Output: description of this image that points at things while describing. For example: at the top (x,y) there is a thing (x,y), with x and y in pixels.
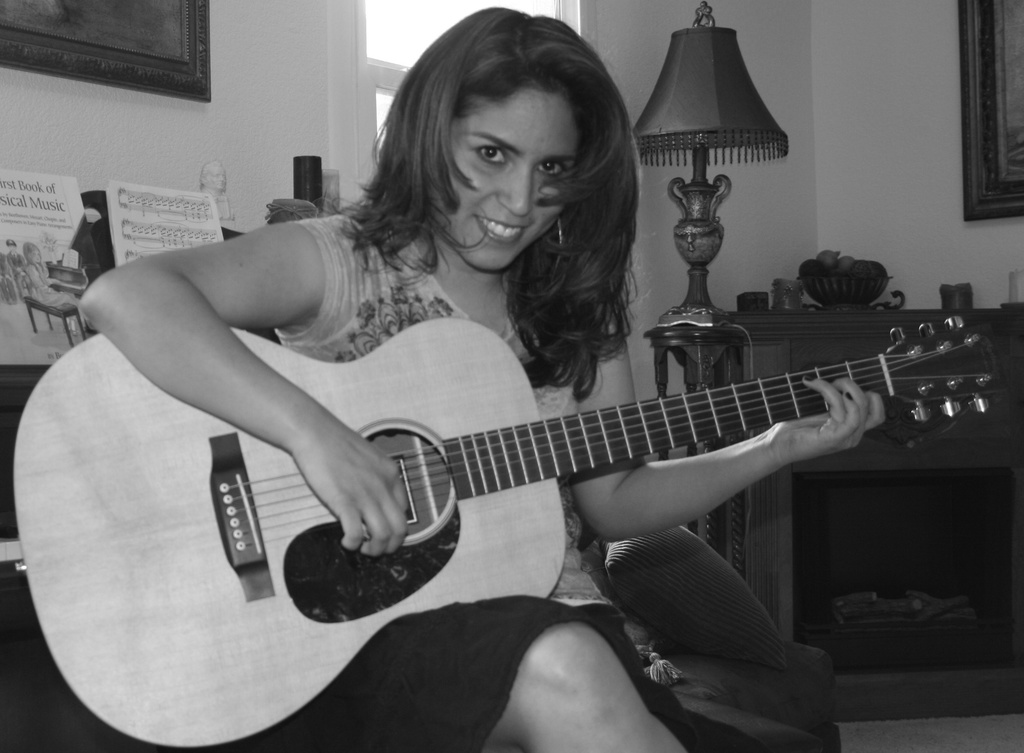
It is a black and white photo where a woman (540,614) is sitting in a sofa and holding a guitar (471,526) and behind her there is a wall (146,164) and a photo (195,65) and window (379,51) and behind her there is a lamp (719,194) on the stand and a fire place (873,345) is present and on the fire place table (853,315) there is a basket (835,296) and behind it there is a wall (957,200) and one photo (977,162).
